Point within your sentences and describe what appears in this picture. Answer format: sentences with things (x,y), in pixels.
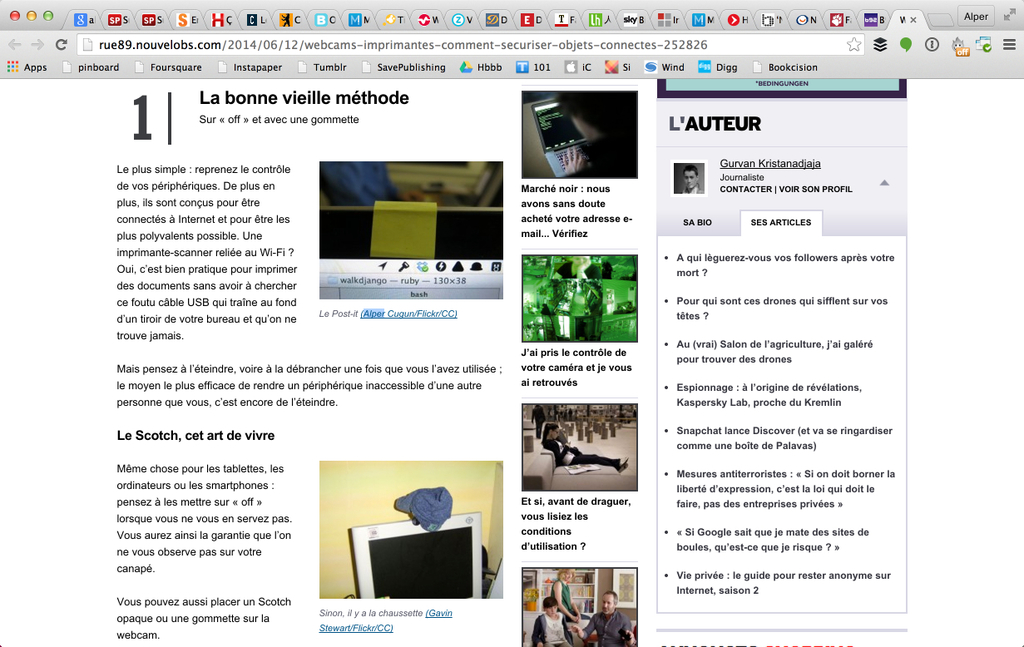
In this picture I can see there is a screenshot (762,407) of a screen (635,398) and there are different images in it. There is some information (277,231) written at left (119,396) and right of the image (757,384). There are few icons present at the top of the image (69,64).
